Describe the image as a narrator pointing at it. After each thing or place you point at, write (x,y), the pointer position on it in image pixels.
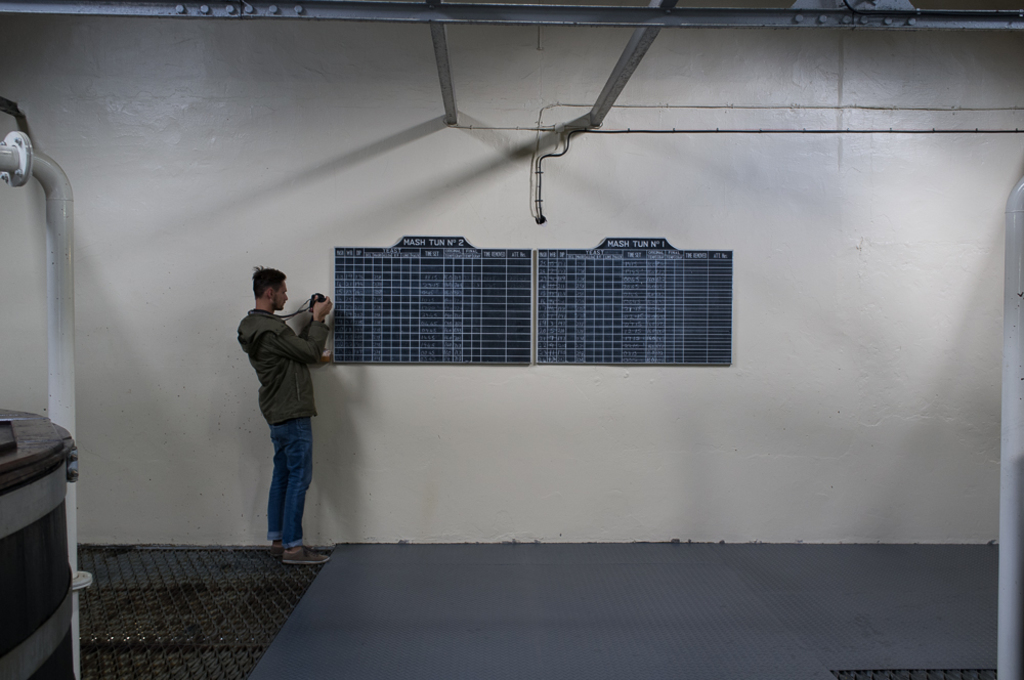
In this image there is a man (295,445) standing on the floor (372,562) and capturing photograph with the help of the camera (323,294). In the background (467,293) we can see two black color boards (527,303) attached to the plain wall (866,351). On the left (55,544) there is a black color object (33,516) and also a white rod (55,260). On the right (1010,466) we can also see a white rod (1016,443).
